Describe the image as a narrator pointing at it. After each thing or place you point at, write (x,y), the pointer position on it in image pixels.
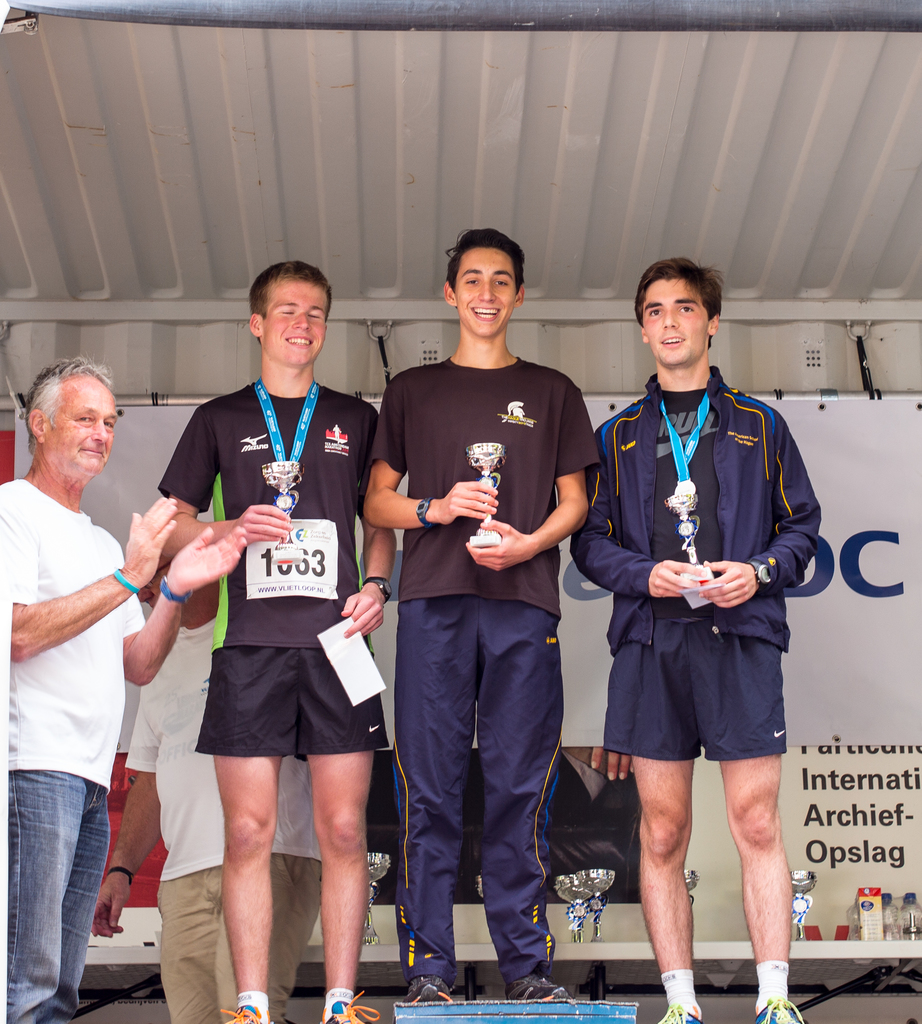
In this image I can see four persons (339,597) standing, in front (253,636) the three persons (472,641) are holding three shields (281,500) in their hands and the person (327,486) at left (227,486) wearing black color dress (227,486) and holding a paper (350,674). Background (907,659) I can see a board (856,695) in white color.
